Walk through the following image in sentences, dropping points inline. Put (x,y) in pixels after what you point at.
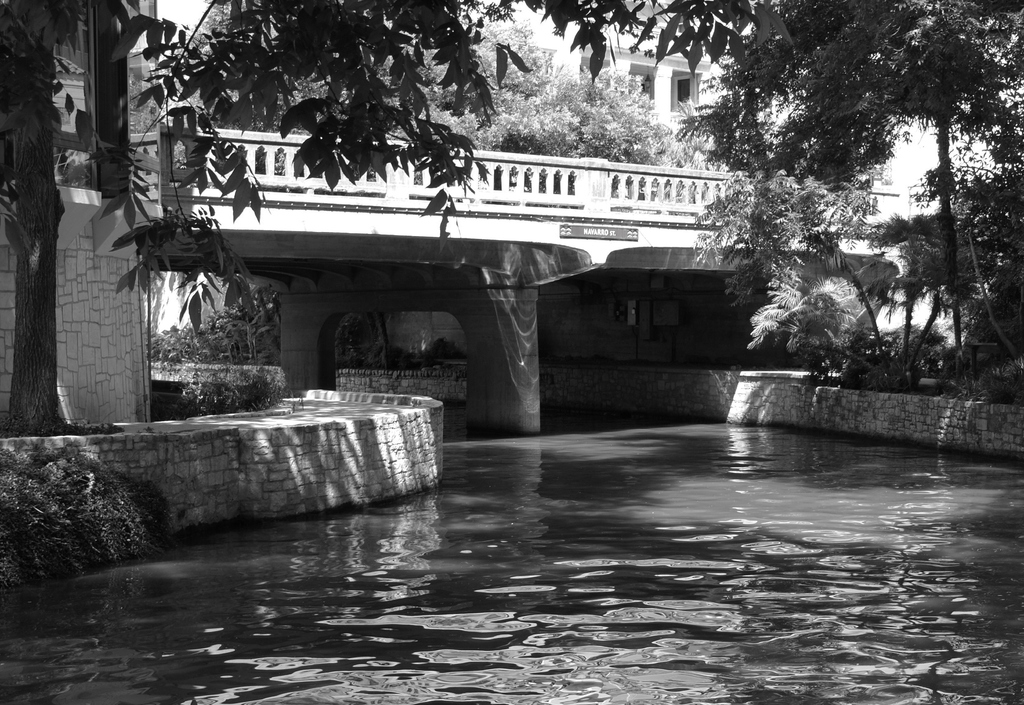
This is a black and white picture where I can see water (594,590), walls (202,455), buildings (67,343), shrubs (43,499) and trees (955,334).
